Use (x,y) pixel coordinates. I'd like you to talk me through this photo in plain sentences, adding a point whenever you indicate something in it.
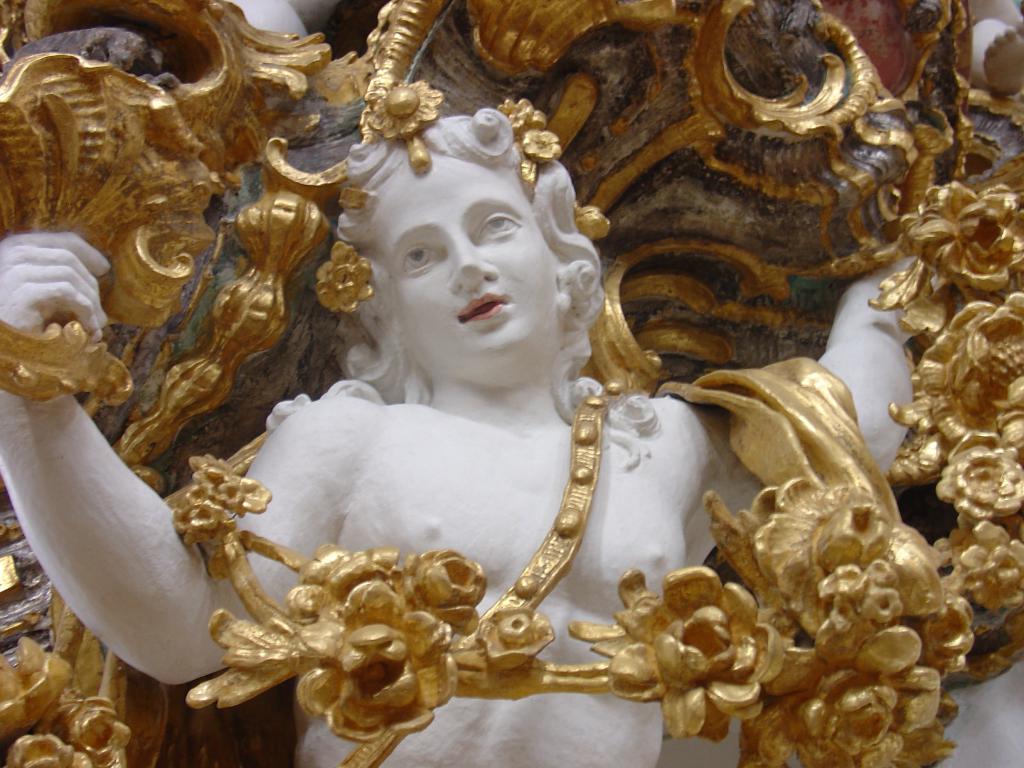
In this picture, we see the sculpture (516,427) of the man (546,481). It is in white color. Beside that, we see the carved flowers (410,576) which are painted in golden color.
